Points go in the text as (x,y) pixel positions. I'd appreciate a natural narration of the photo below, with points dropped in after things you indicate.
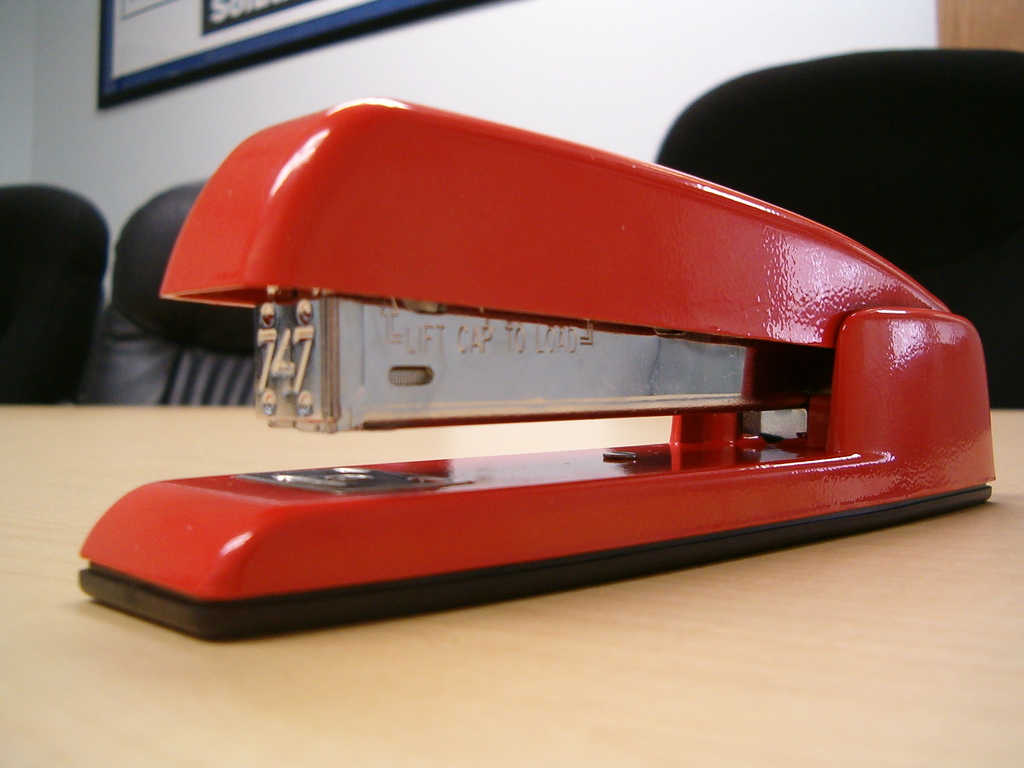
There is a stapler (407,388) on a table (463,637). In the back (681,169) there are chairs (681,169). On the wall (2,162) there is a photo frame (206,75).
